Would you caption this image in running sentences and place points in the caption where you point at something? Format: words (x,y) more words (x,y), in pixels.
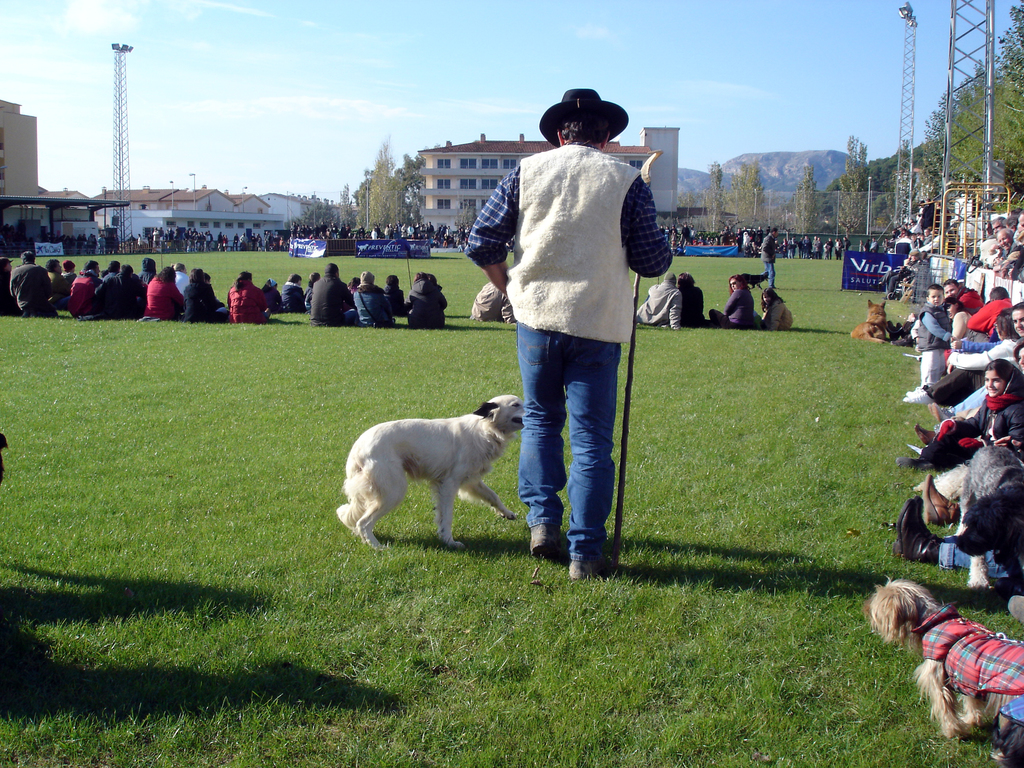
In this image there are people (603,353), dog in the foreground (570,295). There is a green grass (63,738) at the bottom (586,666). There are people (1019,215), poles (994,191) and trees (957,156) in the right corner (950,125). There are buildings (14,175), trees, mountains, people (241,273) in the background (241,273). And There is a sky (929,99) at the top (464,115).
